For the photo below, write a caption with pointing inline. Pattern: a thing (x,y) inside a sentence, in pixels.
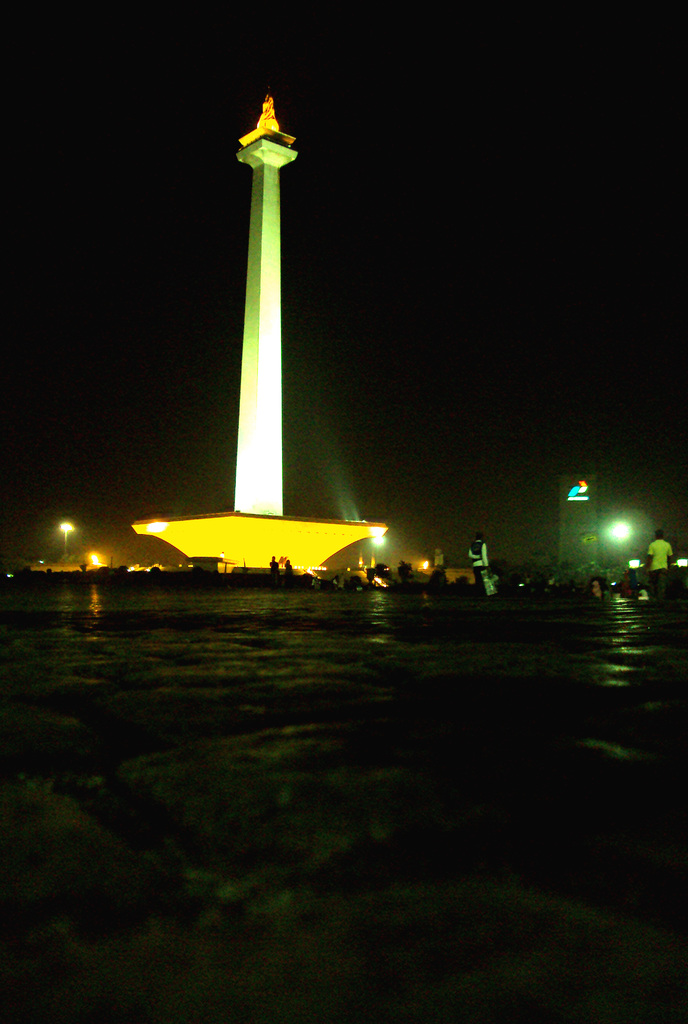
In the image there is a huge pillar (280,424) in the middle (260,403) with lights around it and a paved ground (286,656) in front of it, this is clicked at night time.
